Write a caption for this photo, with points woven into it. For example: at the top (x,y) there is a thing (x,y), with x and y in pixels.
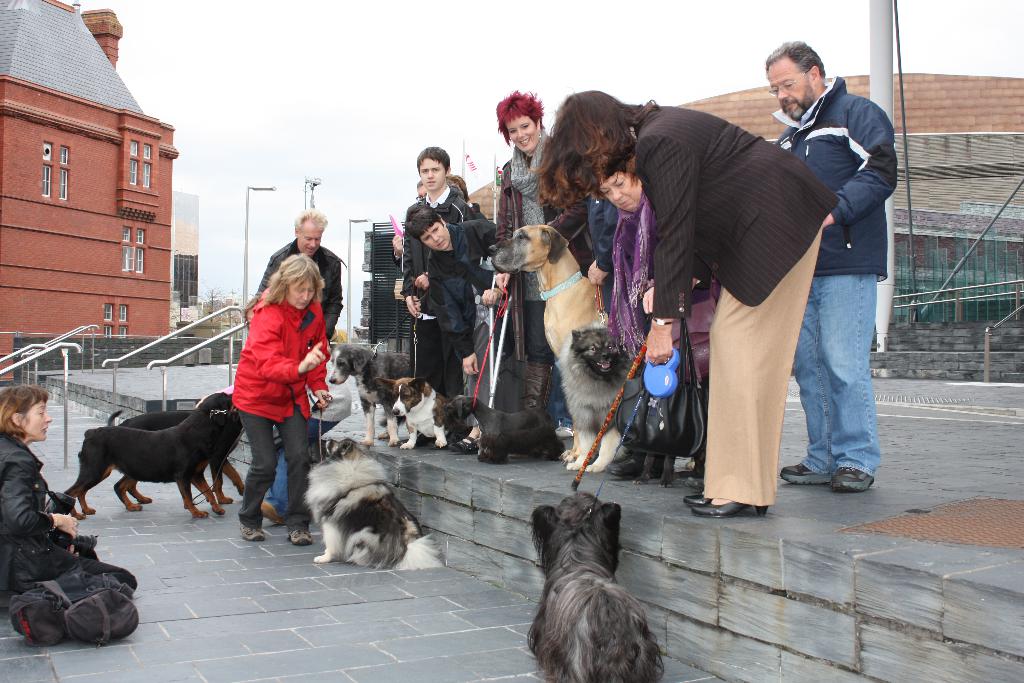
In this picture we can see a group of people (761,220) and dogs (590,389) where this persons (569,422) are holding the dogs (587,424) and here woman (26,478) watching them and in background (89,207) we can see building (148,176) with windows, sky (303,100), pole (310,193), trees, brick wall (915,113).
